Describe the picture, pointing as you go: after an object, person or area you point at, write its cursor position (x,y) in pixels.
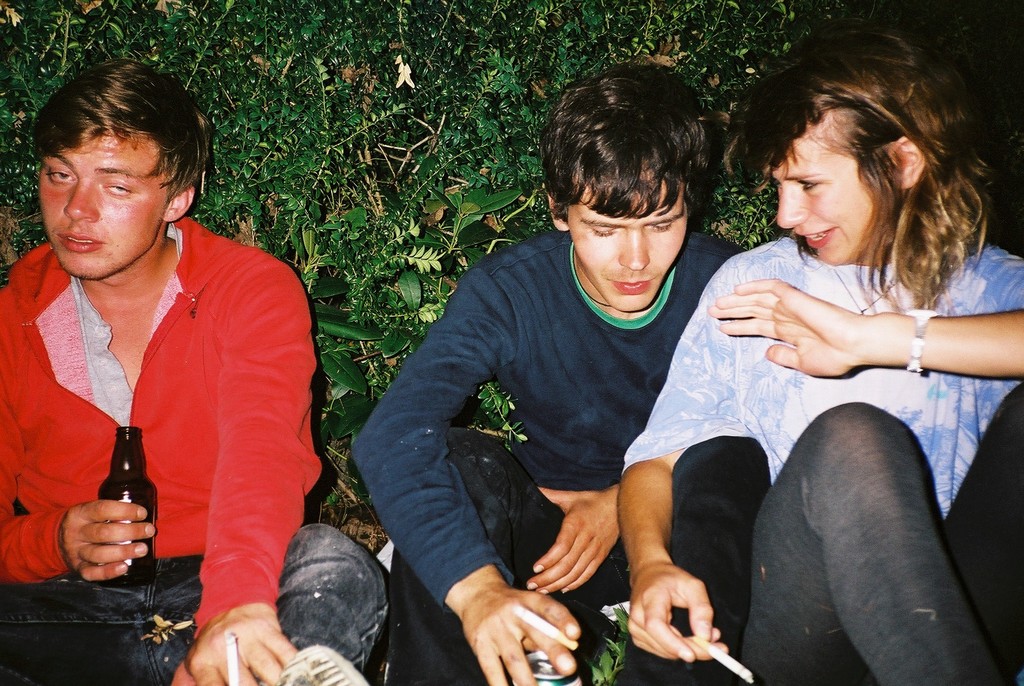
There are three people (141,419) sitting and holding cigarettes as we can see at the bottom of this image (634,528). We can see plants (400,143) in the background (427,130).
